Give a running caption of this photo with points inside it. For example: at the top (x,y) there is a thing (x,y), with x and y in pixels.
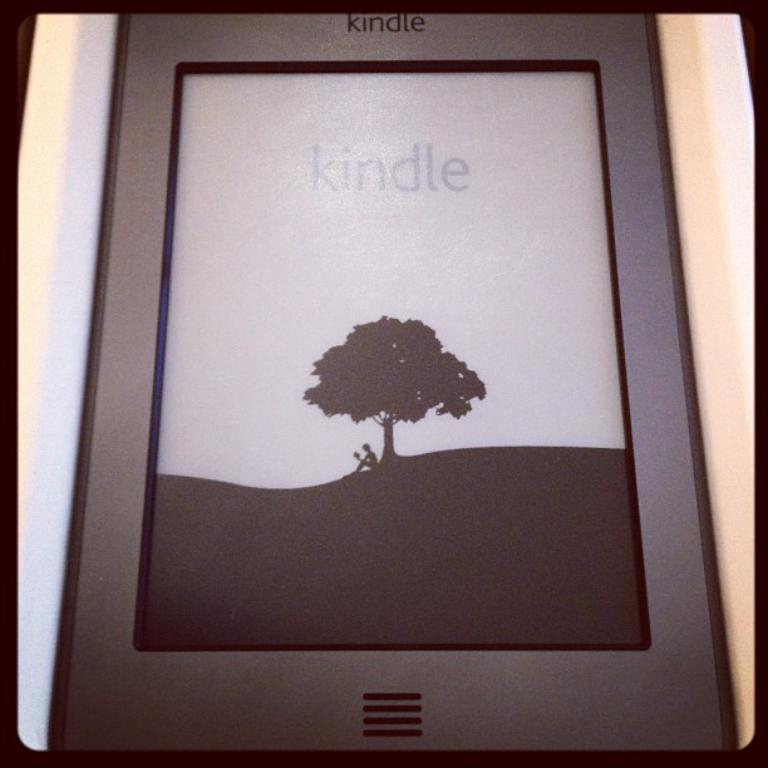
In this picture I can see there is an e-reader (548,379) and it has a screen (402,394), there is a person (372,453) sitting under the tree (387,445) and reading the book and the e-reader (397,169) has a logo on it.
